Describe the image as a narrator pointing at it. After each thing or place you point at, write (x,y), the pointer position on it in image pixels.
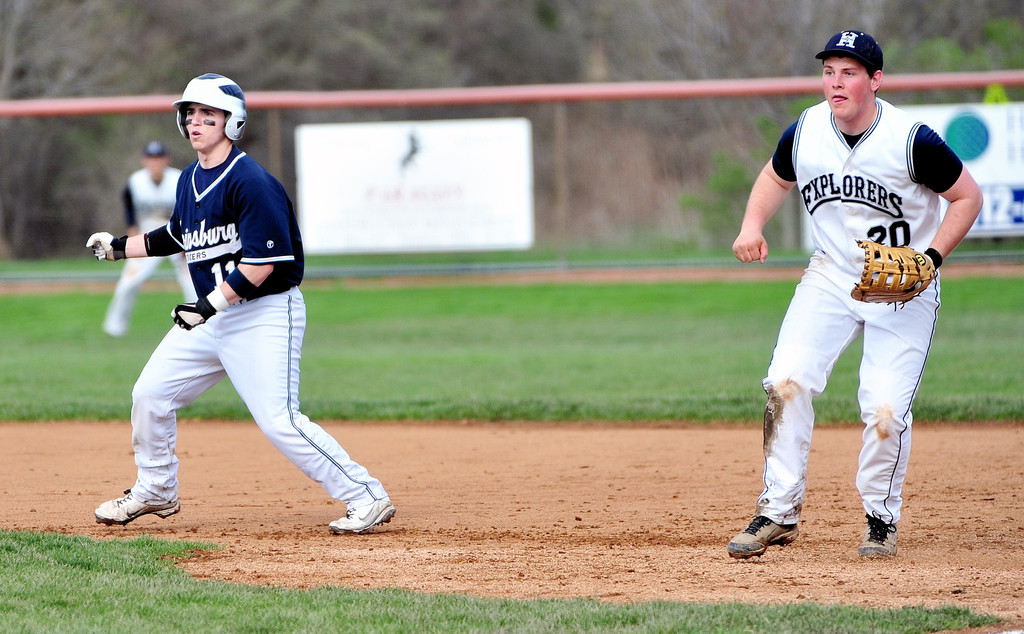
In this picture, we see the man (213,241) in blue T-shirt (228,246) is running. On the right side (883,134), we see a man (811,192) in white T-shirt (873,203) is standing. At the bottom of the picture (453,575), we see grass (429,406) and soil (635,475). Behind them, we see a man (141,204) in white T-shirt (136,208) is standing. Behind him, we see boards (494,184) in white color and we even see a red color rod (348,99). There are trees (603,30) in the background (619,72). This picture is blurred in the background (768,233).
